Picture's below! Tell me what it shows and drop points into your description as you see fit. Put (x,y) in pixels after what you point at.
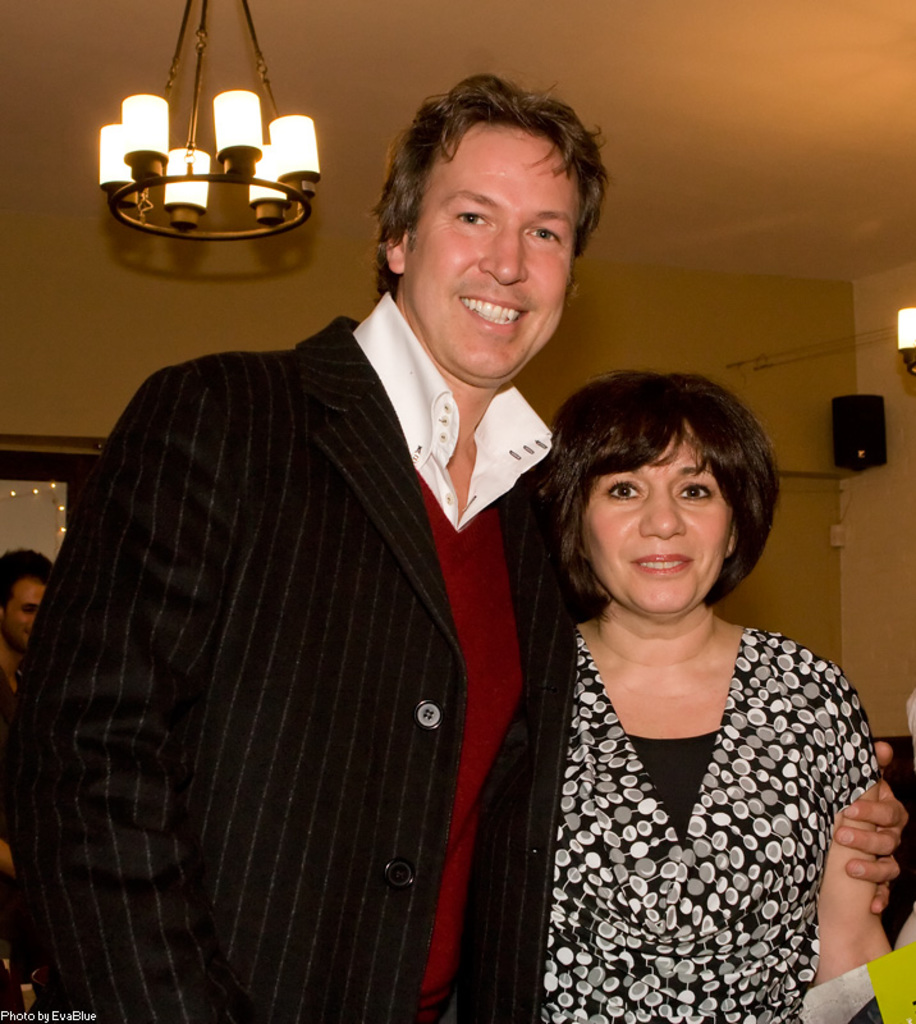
In this image I can see two people (384,445), a man (384,445) and a woman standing and posing for the picture I can see another person (28,602) standing behind them. I can see a wall (72,411), a chandelier (262,193), a door (44,452) and an electronic device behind them.
